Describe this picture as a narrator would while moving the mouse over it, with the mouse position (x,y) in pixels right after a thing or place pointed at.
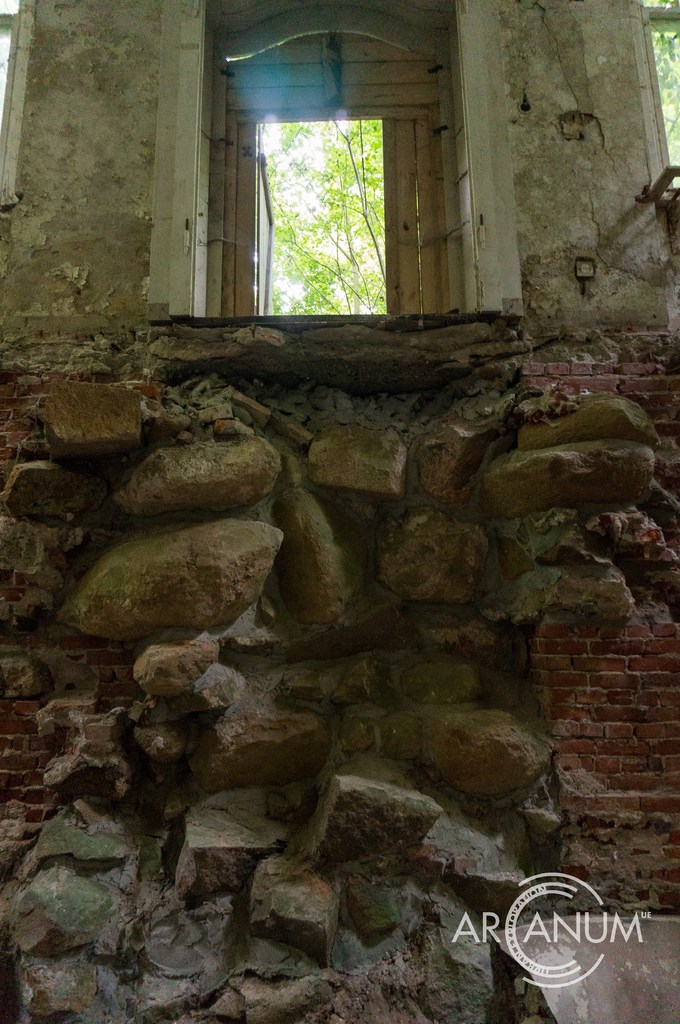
In this picture we find a abandoned home (174,161) and a wooden door (398,143). There is also a stonehenge type of wall (282,486). A label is found down named as ARCANUM.
